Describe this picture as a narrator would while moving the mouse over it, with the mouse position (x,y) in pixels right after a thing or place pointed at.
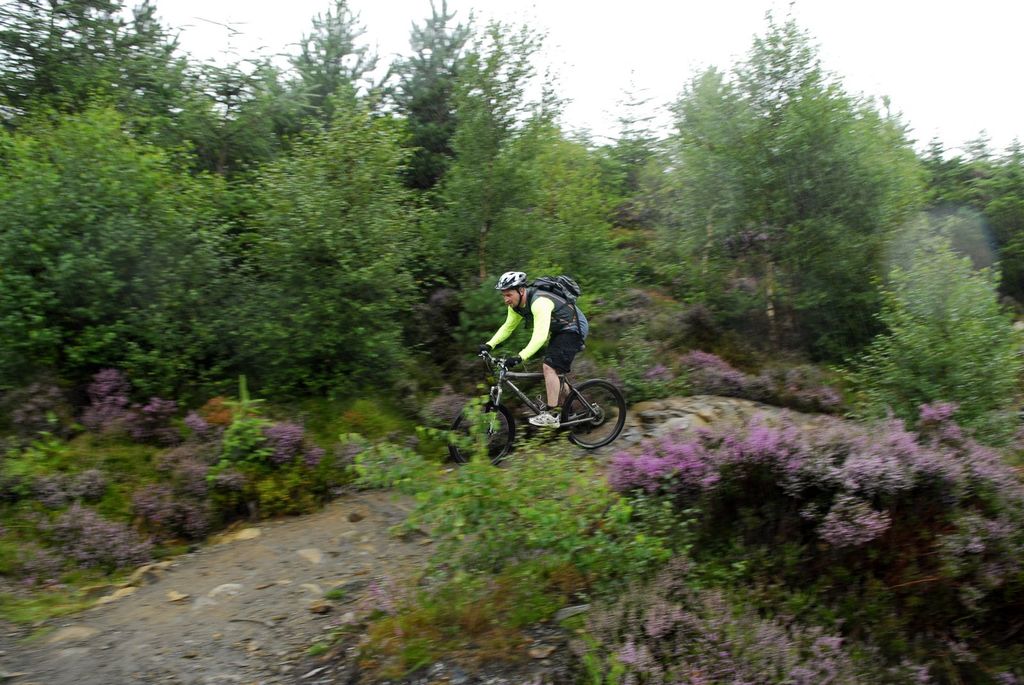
There is a man (537,334) riding bicycle (507,371) and wore bag (566,289) and helmet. We can see trees (485,236) and plants (749,470). In the background (995,53) we can see sky (754,17).
